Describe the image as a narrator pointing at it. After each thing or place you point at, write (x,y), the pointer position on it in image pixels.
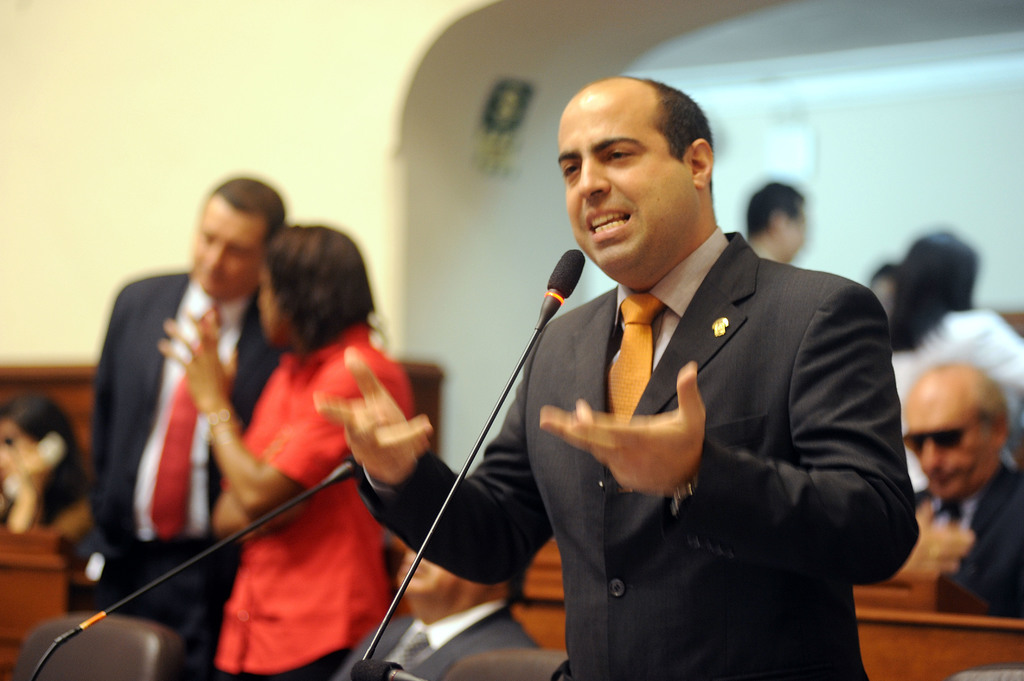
In this picture there is a man (702,288) who is standing near to the mic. On the left (211,435) there are two persons (234,442) who are talking with each other, beside them there is a woman (21,483) who is holding a telephone (53,456). On the right (957,463) there is a man (956,479) who is sitting on the bench (1023,631). In the back (959,242) I can see some persons (931,361) who are standing near to the bench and table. In the background (880,102) I can see the blur image.
